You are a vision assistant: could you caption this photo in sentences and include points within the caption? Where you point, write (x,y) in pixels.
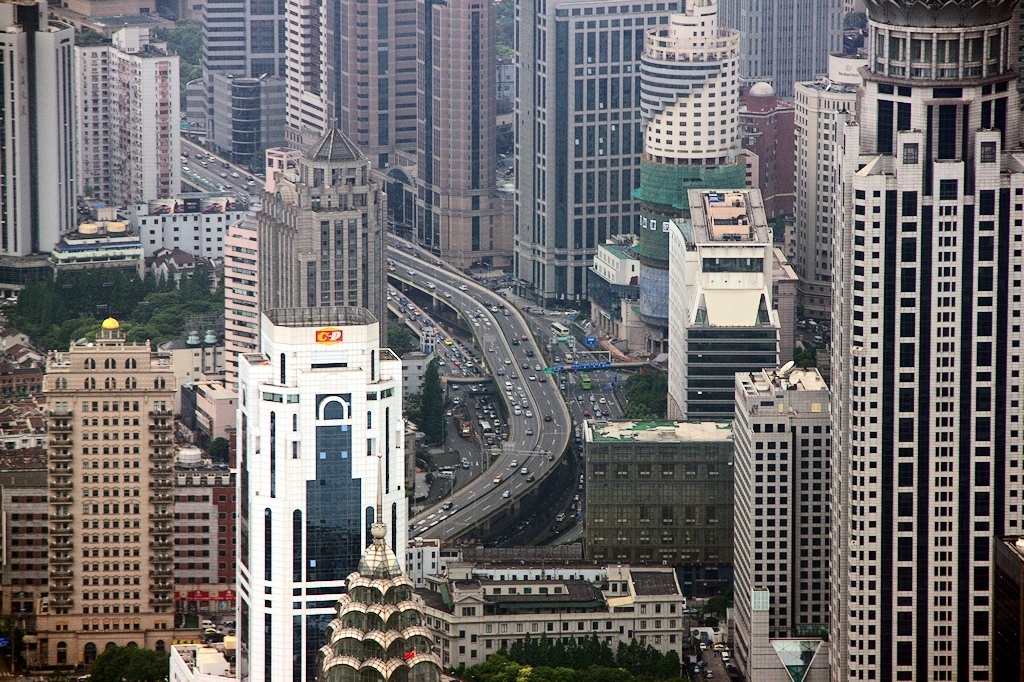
This image is clicked from a top view. There are many buildings (200,379) and skyscrapers (304,427) in the image. In the center (449,443) there are roads (418,246). There are vehicles (528,353) moving on the road (515,338). There are trees (187,72) in the image.
